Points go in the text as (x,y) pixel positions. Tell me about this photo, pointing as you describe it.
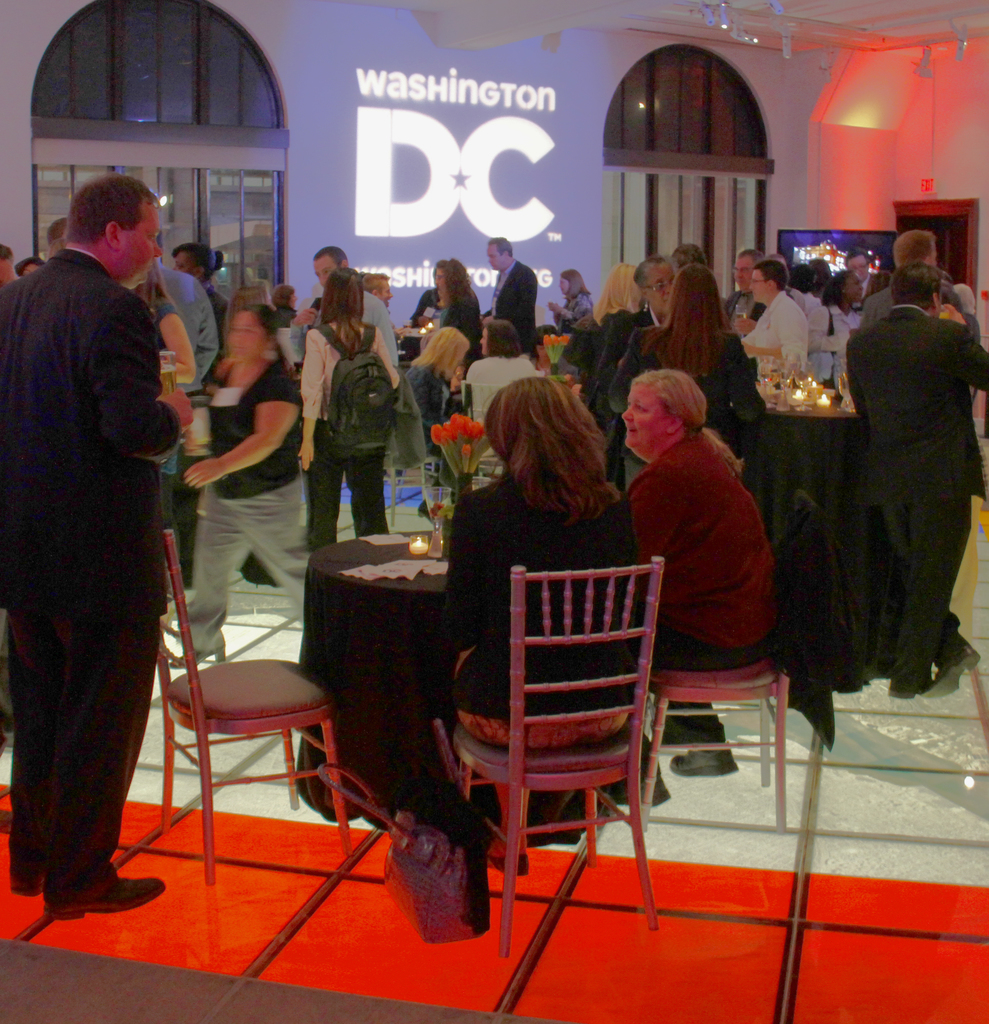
This image is clicked in a restaurant (450,476). To the left (129,601), there is a man (115,610) standing and wearing black suit (89,583). In the middle (379,676) there is a table (348,704) covered with black cloth (343,657), around which there are three chairs (493,768). In the front (728,589), the woman (700,575) sitting and wearing a red shirt (708,568). In the background (560,256), there are many people (388,344), windows (645,220) and wall (524,115).
